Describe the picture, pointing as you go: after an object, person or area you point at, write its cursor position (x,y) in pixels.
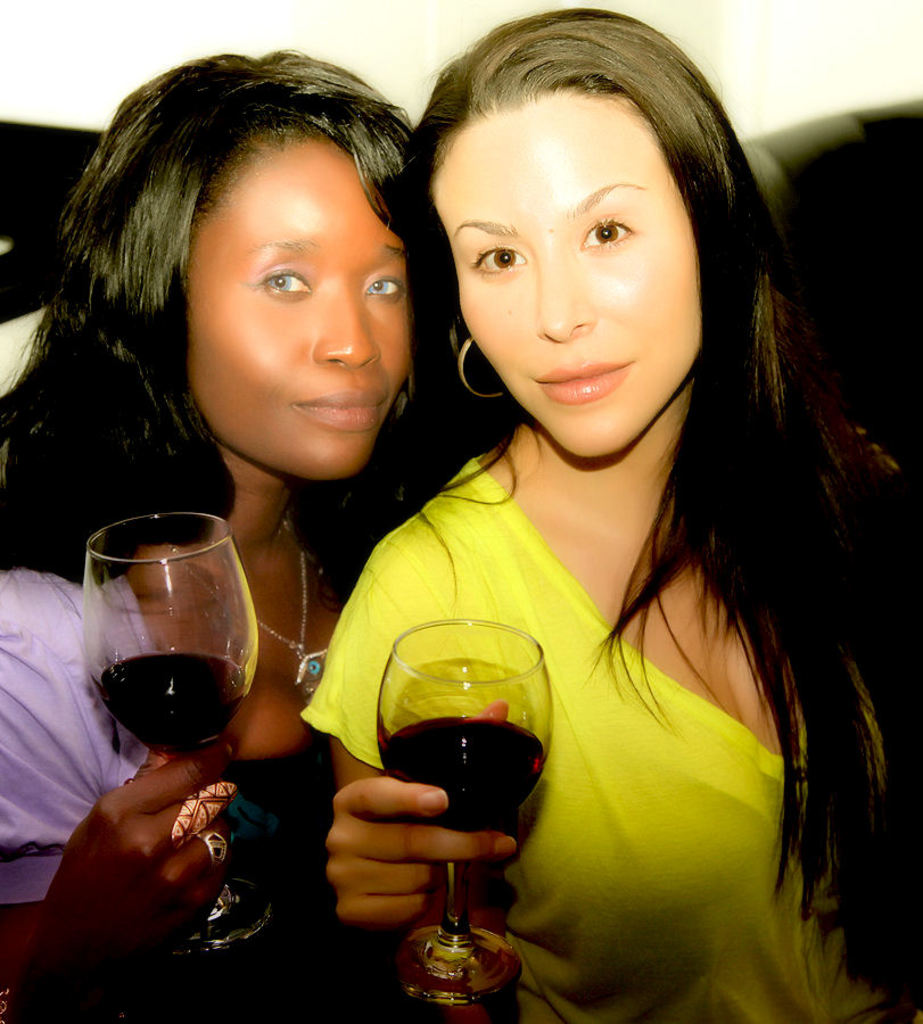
In the picture we can see two women (699,618) are holding a wine glasses (408,757), one woman (90,864) is wearing a purple T-shirt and one is wearing a yellow T-shirt (419,582). In the background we can see a wall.
